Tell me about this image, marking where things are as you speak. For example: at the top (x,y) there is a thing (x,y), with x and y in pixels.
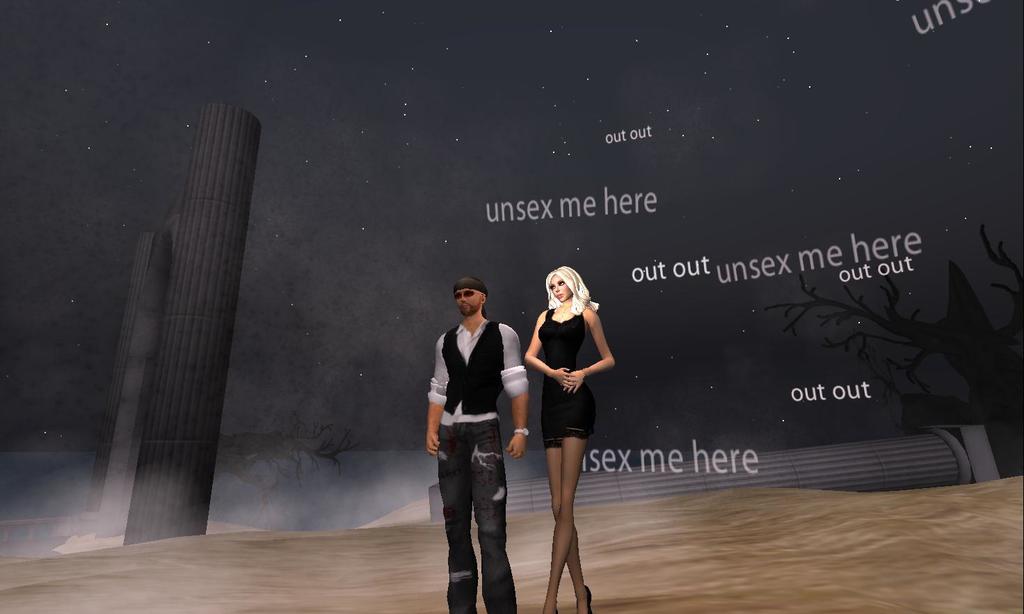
It is an animated pic, in this a man (463,575) is standing he wore black color coat (487,380). Beside him a beautiful girl (553,380) is there, she wore black color dress (561,399).
